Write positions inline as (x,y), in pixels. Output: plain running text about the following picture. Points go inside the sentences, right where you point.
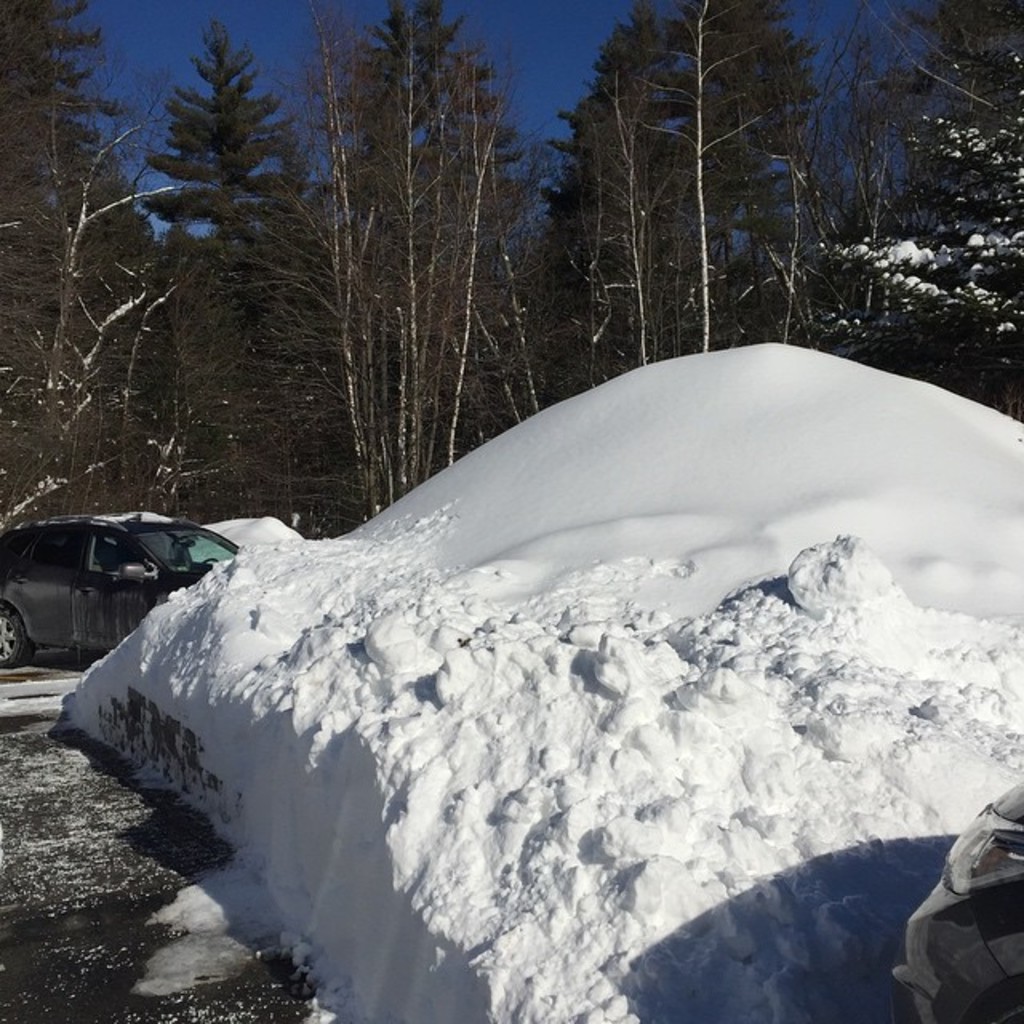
In the picture we can see a snow hill (540,847) which is on the path (15,735) and beside it, we can see a car (82,626) which is black in color and behind it we can see trees (324,440) and sky (520,73).
